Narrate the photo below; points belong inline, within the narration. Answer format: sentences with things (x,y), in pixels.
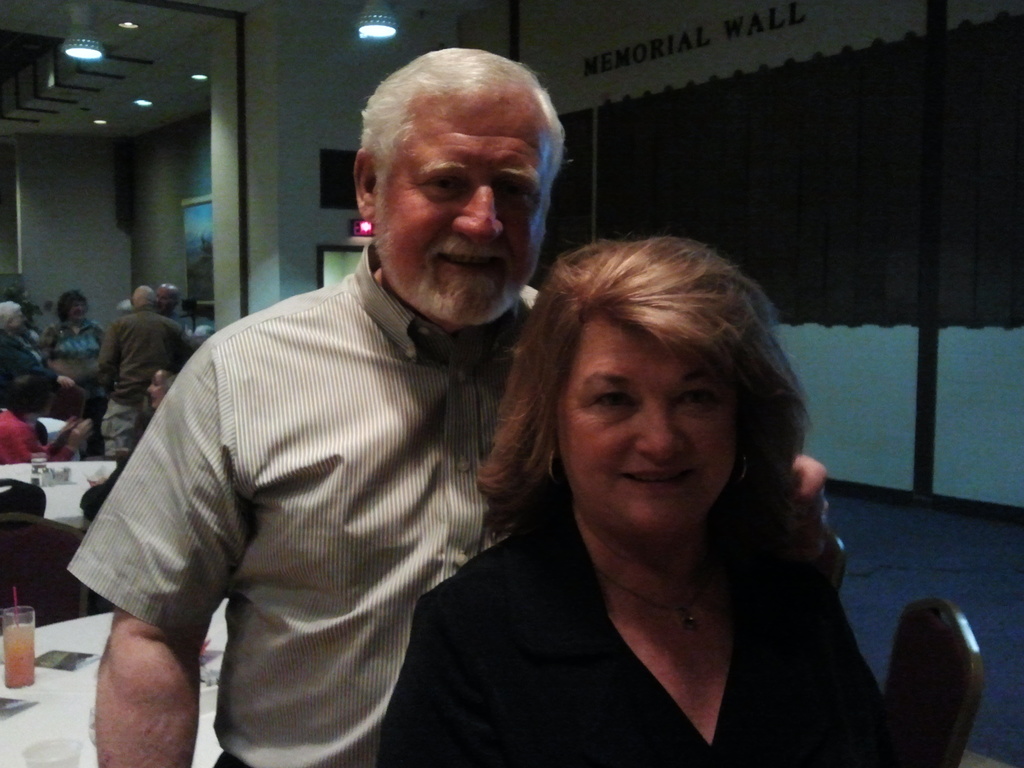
In this picture we can see a old man (326,460) wearing half sleeve shirt (346,543) standing in the image and smiling and giving a pose into the camera. Beside we can see a women (587,635) wearing black top (577,644) sitting and smiling. Behind we can see a group of men and women (71,370) sitting on the table (79,474) and enjoying the meal (3,620).
